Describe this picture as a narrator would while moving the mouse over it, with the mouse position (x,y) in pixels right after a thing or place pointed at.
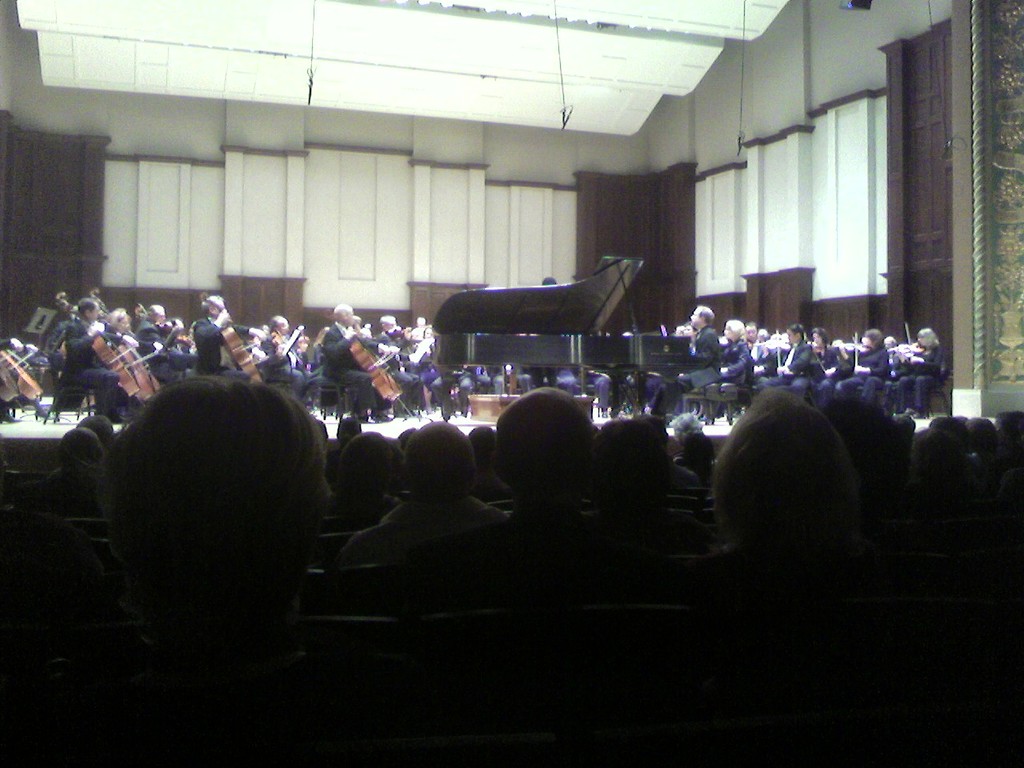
In this image, we can see people (841,355) on the stage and are sitting on the chairs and holding musical instruments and we can see a piano (526,325). In the background (311,161), there is a wall (855,166) and we can see a board (829,203). At the top (464,82), there is a roof (455,66) and at the bottom (612,571), we can see some other people (513,550) sitting on the chairs (438,661).
